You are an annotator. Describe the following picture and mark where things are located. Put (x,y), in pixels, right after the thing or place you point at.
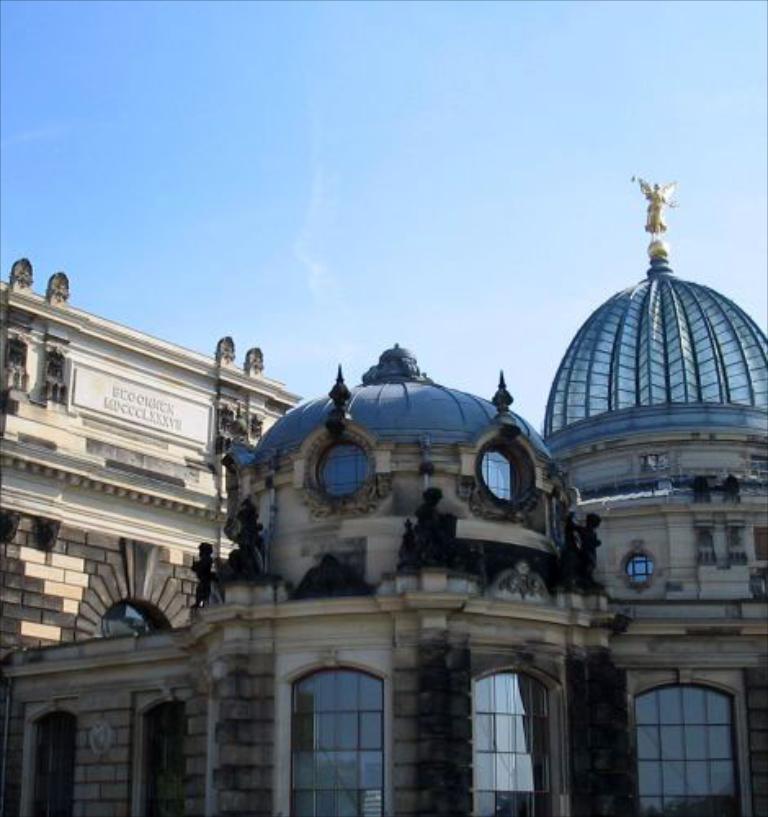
In this picture we can see the buildings (260,464). At the top of the building (493,447) we can see the domes (726,410). On the right (664,195) there is a statue (654,189) on the top of the dome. In the top (312,168) we can see sky (390,119) and clouds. At the bottom (666,720) we can see windows (514,761) and doors (171,804).
